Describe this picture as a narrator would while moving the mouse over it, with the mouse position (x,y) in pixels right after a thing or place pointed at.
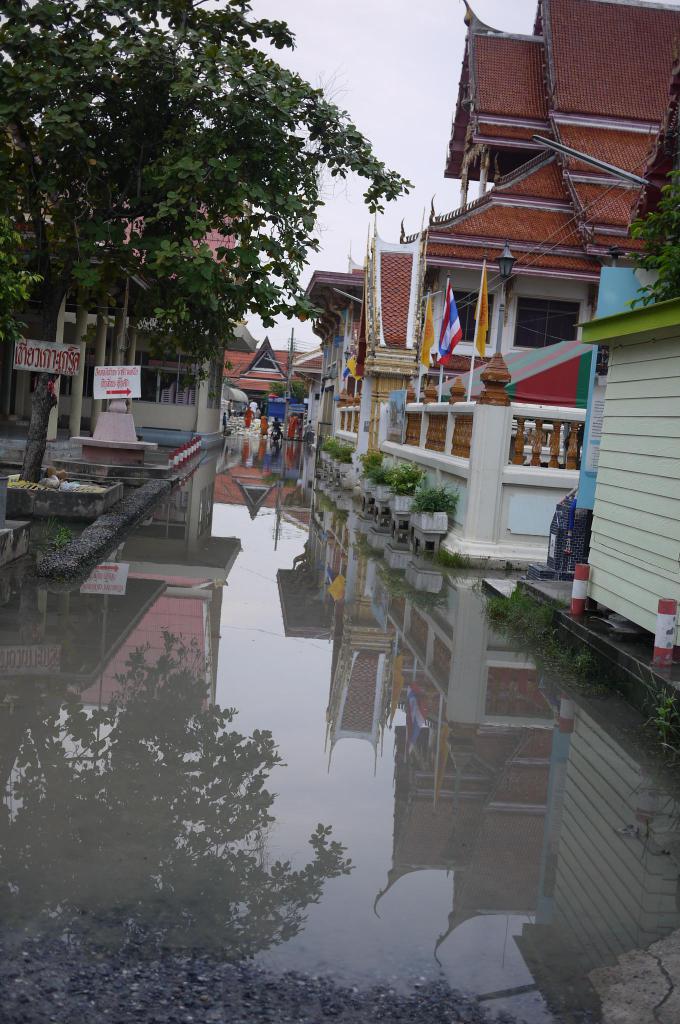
In the image there is a lot of water (246,707) on the road (242,766) and beside the roads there are many houses (405,275) and on the left side (8,243) there are few trees (8,243) and some boards (45,360) are attached to the trees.
